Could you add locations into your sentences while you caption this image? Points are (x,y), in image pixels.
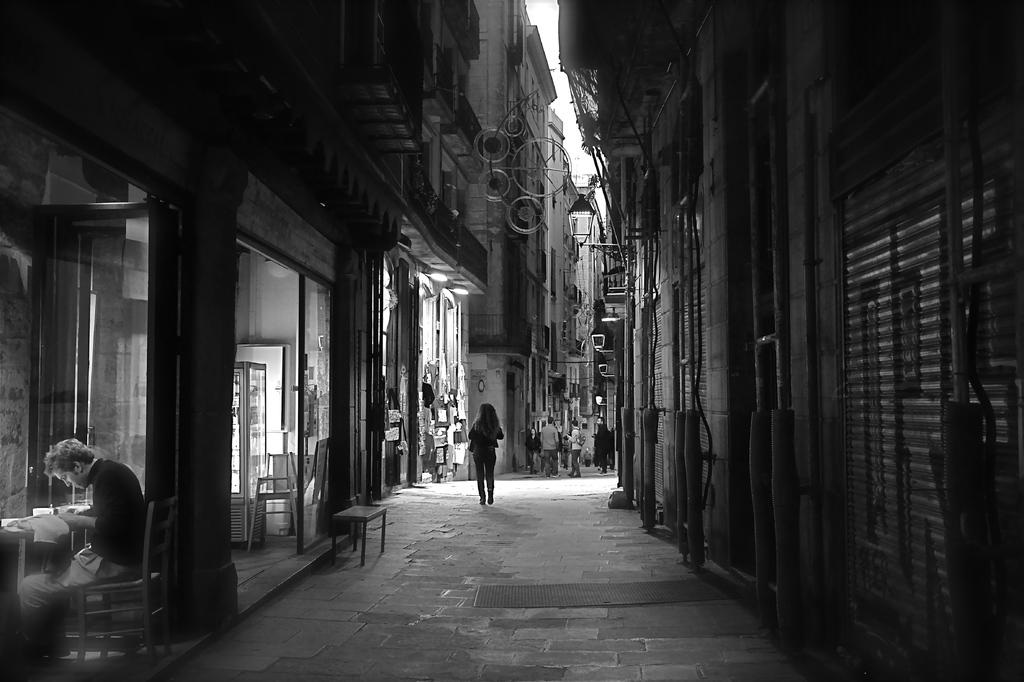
This is a black and white image. On the right (889,507) there are buildings (708,321), pipes (630,425), shutters (886,492). On the left (85,541) there are buildings (213,381), doors (279,394), people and many objects (463,370). In the center of the picture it is path (508,550). In the center of the background (603,441) there are people (564,440) walking down the path (552,485).
